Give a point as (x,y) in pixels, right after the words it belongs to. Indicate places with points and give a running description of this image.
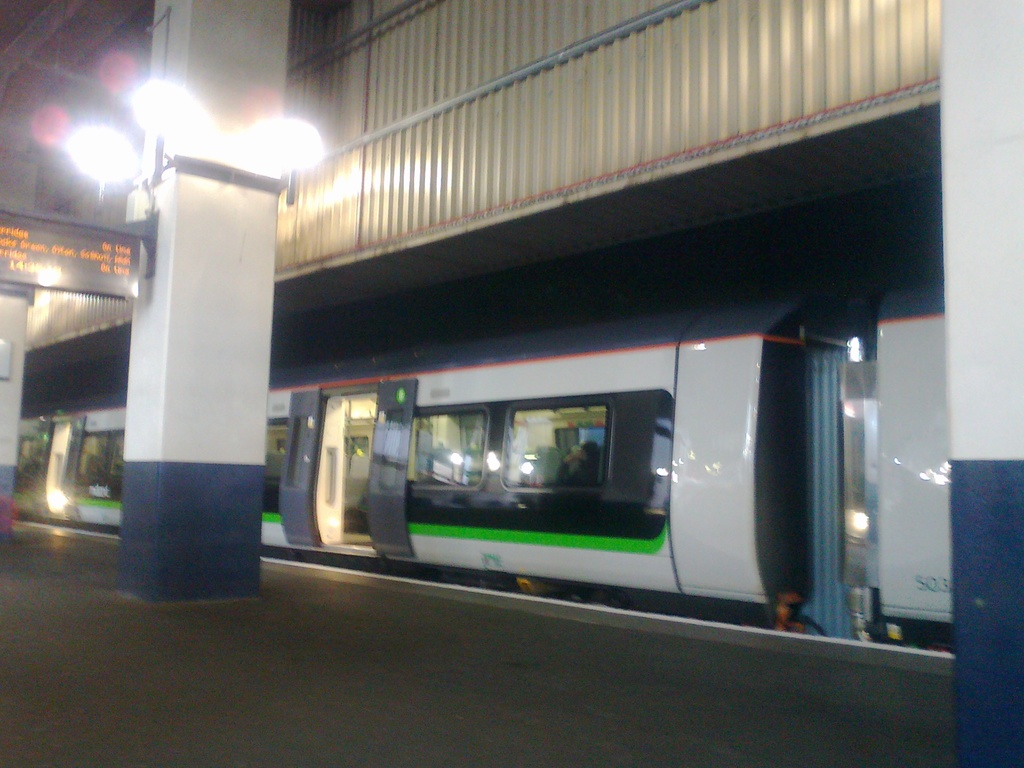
In this image, we can see a train (627,501). There are lights (114,132) and screen (85,273) on the pillar (219,306) which is on the left side of the image (198,428).
